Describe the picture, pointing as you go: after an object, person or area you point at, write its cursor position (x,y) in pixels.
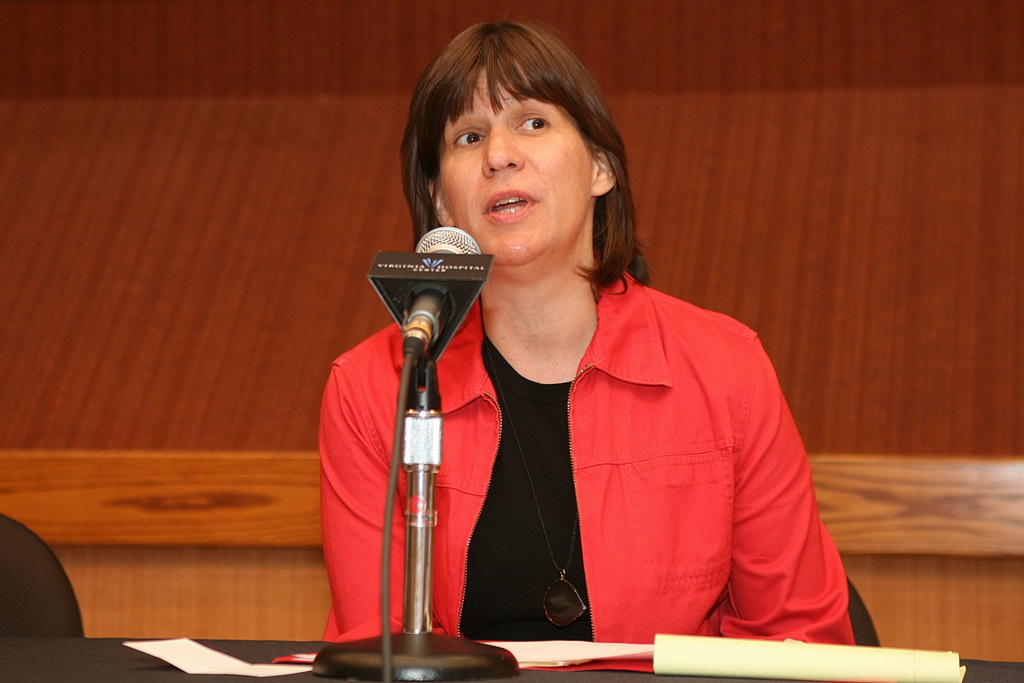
There is a woman (634,243) who is talking on the mike (439,236). She is in a red color jacket (591,354). This is table (37,665). On the table (984,673) there are papers (713,662) and there is a chair (41,571). On the background (193,263) there is a wall (776,199).
